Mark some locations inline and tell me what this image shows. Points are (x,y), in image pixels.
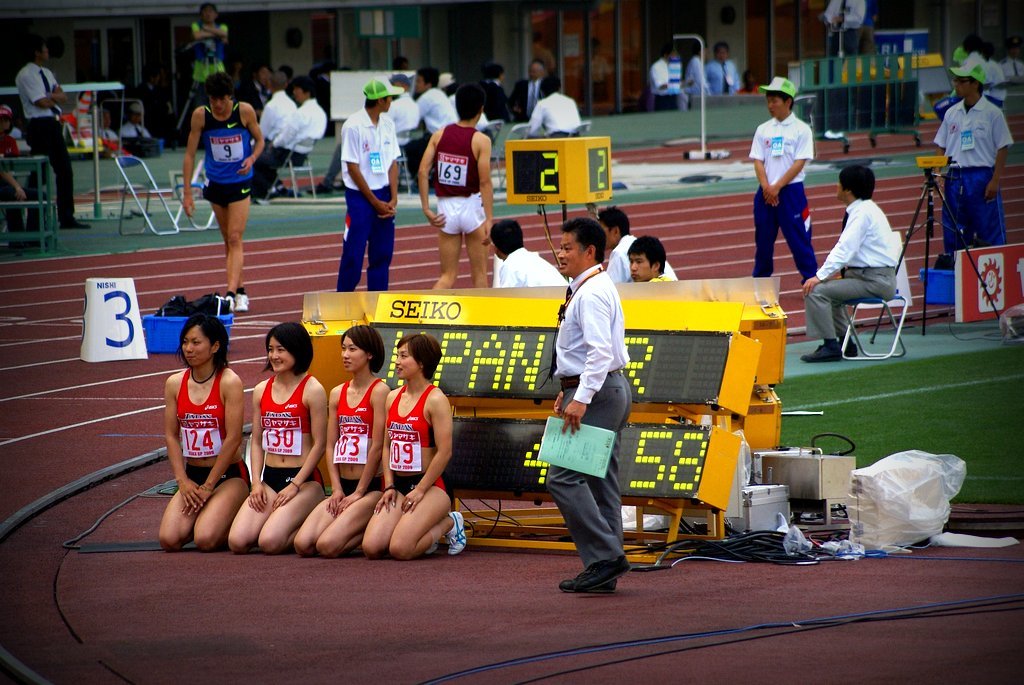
Here we can see four women (313,451) standing on their knees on the ground (705,681) and a man (590,501) is walking on the ground (497,675) by holding a book (604,469) in his hand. In the background (514,225) there are few persons (848,207) sitting on the chairs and few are standing, hoardings (695,457), poles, chairs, electronic devices (725,487) clothes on a basket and some other objects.
